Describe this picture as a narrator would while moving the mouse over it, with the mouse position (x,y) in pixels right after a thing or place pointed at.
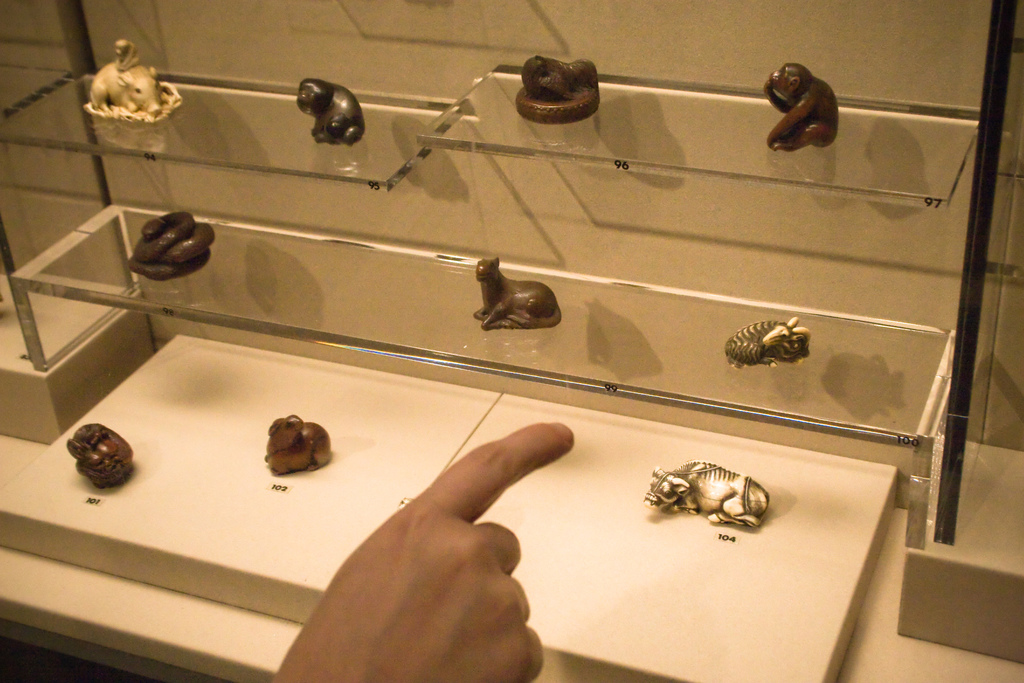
In this image we can see a few objects (186,254) on the glass shelves (247,296), here is the human hand (476,680), here is the wall (555,232).
